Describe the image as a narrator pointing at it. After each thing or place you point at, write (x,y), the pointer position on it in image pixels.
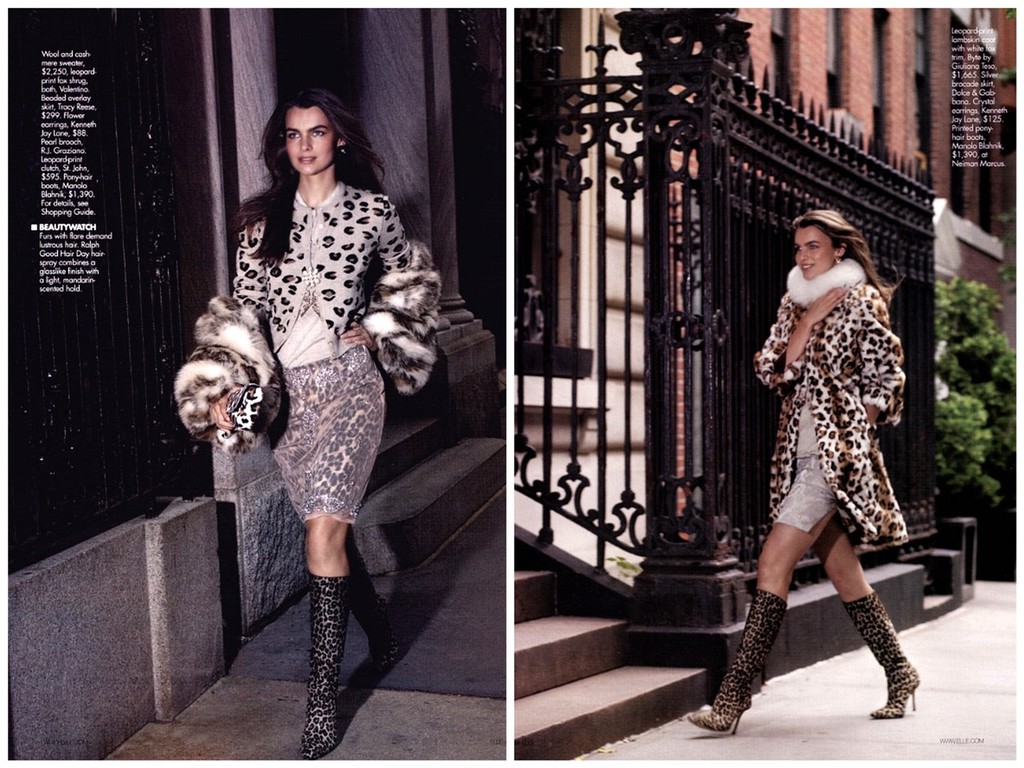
In this image we can see a collage of two pictures, on the left side of the image (305,226) there is a woman (346,465) walking on the floor (402,621) and there are some stairs (412,434) and wall (384,134) beside the woman (363,369), on the right side of the image (845,250) there is a woman (835,393) walking and there are some stairs (605,654) and iron fence (743,142) in front of her and in the background (961,338) there is a building (855,72) and tree (941,339).
